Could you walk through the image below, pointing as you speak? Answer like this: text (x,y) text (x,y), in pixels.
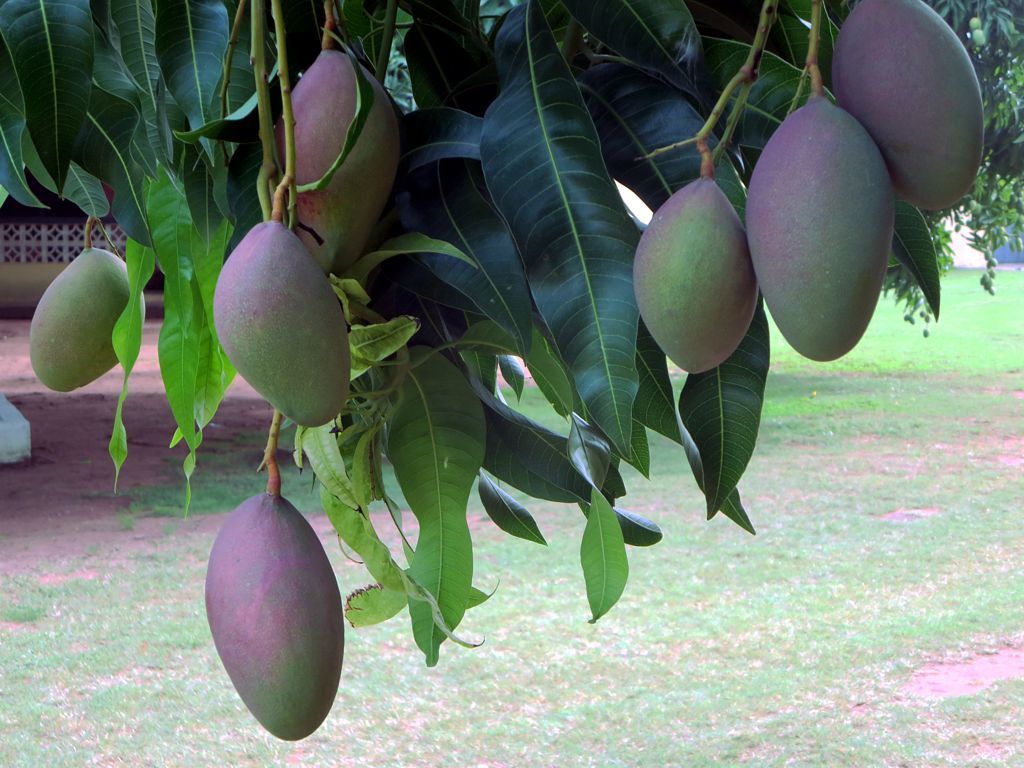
In the foreground of this image (782,228), there are mangoes (326,272) to the tree (462,122) and in the background (941,353), there is grass land (138,608) and it seems like there is a wall (39,242) on the left (38,235).
